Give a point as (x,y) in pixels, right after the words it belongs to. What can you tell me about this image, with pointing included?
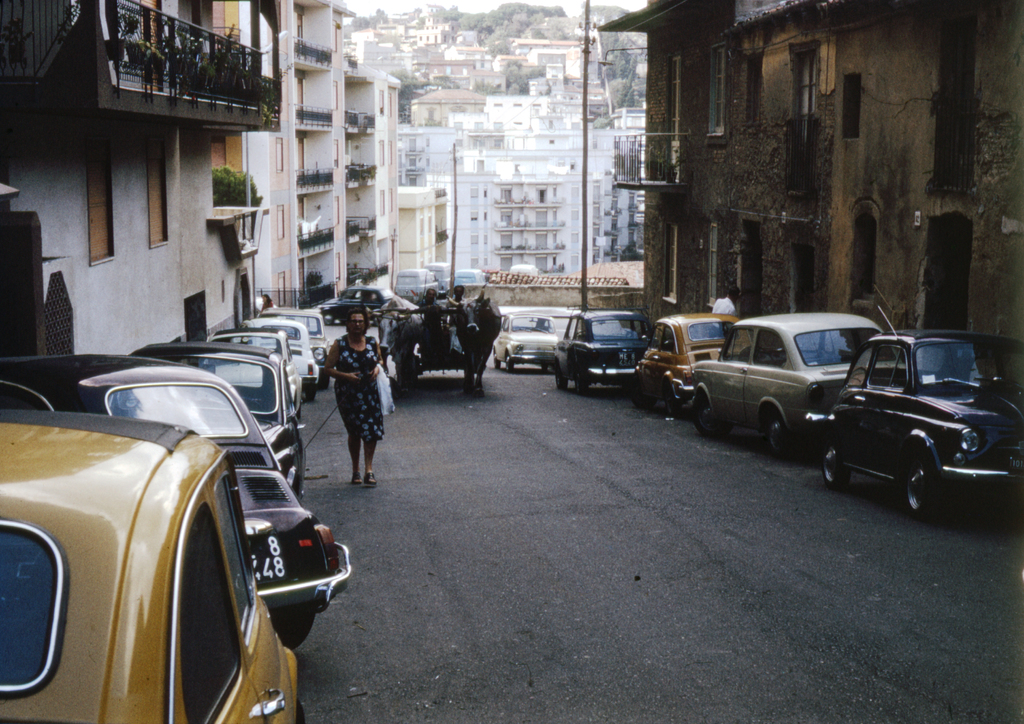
In this image, we can see some cars (697,335) parked in queue, at the left side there is a woman (353,441) walking, we can see some buildings (532,186).
